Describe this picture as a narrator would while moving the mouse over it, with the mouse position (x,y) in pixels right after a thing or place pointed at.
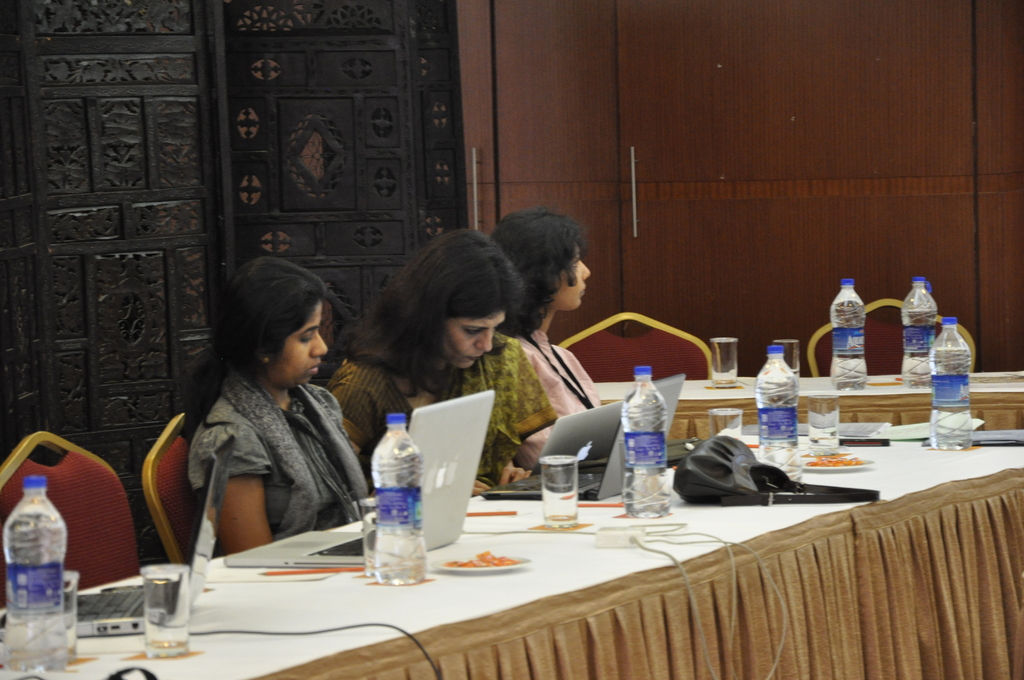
In this image i can see 3 women (312,317) sitting on chairs (167,472) in front of a table (610,570). On the table (482,539) i can see laptops (481,446), water bottles (660,426), water glasses (160,633), plates (468,570) and a bag (720,486). In the background (468,188) i can see a door (313,130) and wooden wall (711,188).
